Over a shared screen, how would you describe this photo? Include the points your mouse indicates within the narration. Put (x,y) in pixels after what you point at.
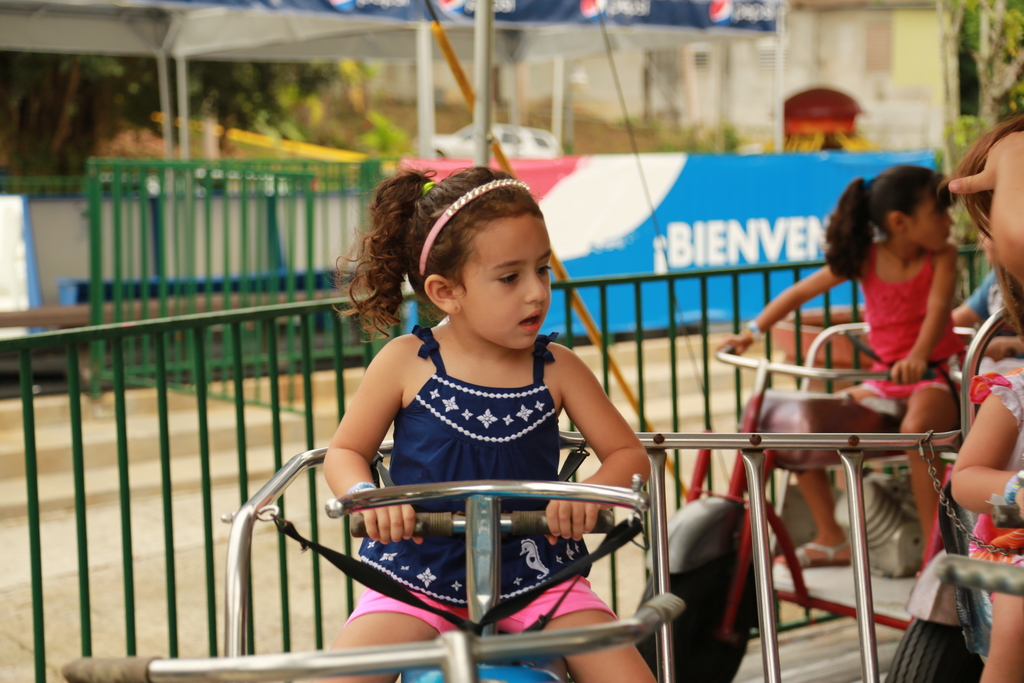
In this image we can see a few kids (521,393) are riding in an amusement park (541,169), there are some trees (217,125), houses (571,68), fence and board (544,159) with some text (765,230), also we can see the vehicles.
